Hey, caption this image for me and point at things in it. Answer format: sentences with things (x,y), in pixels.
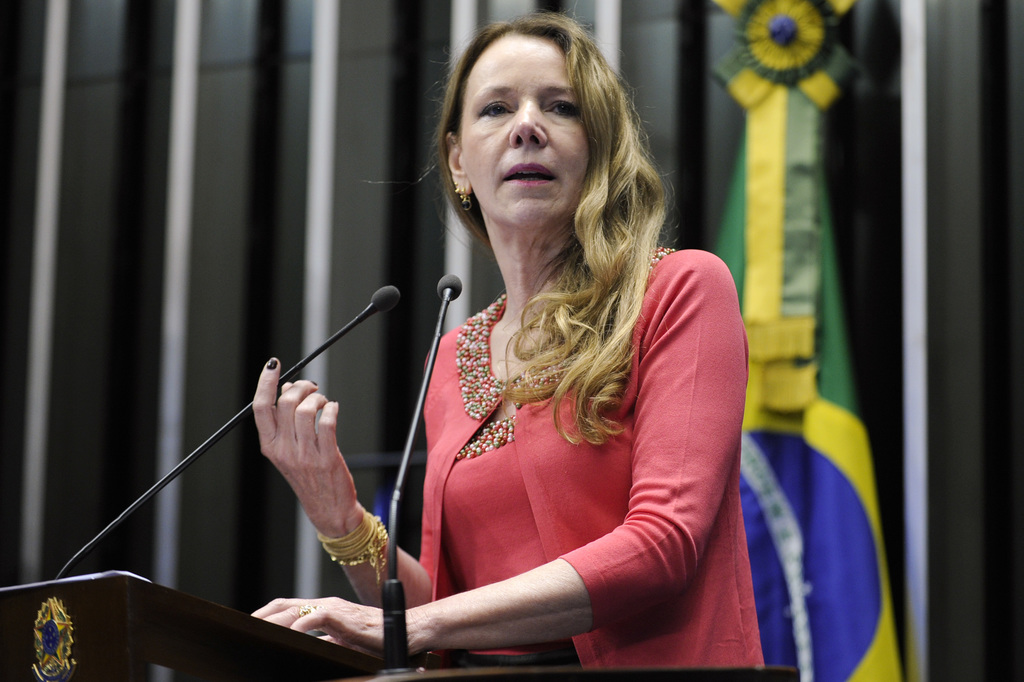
Woman (568,420) standing, there is microphone (425,391) and in the back (790,483) there is flag (803,503).
